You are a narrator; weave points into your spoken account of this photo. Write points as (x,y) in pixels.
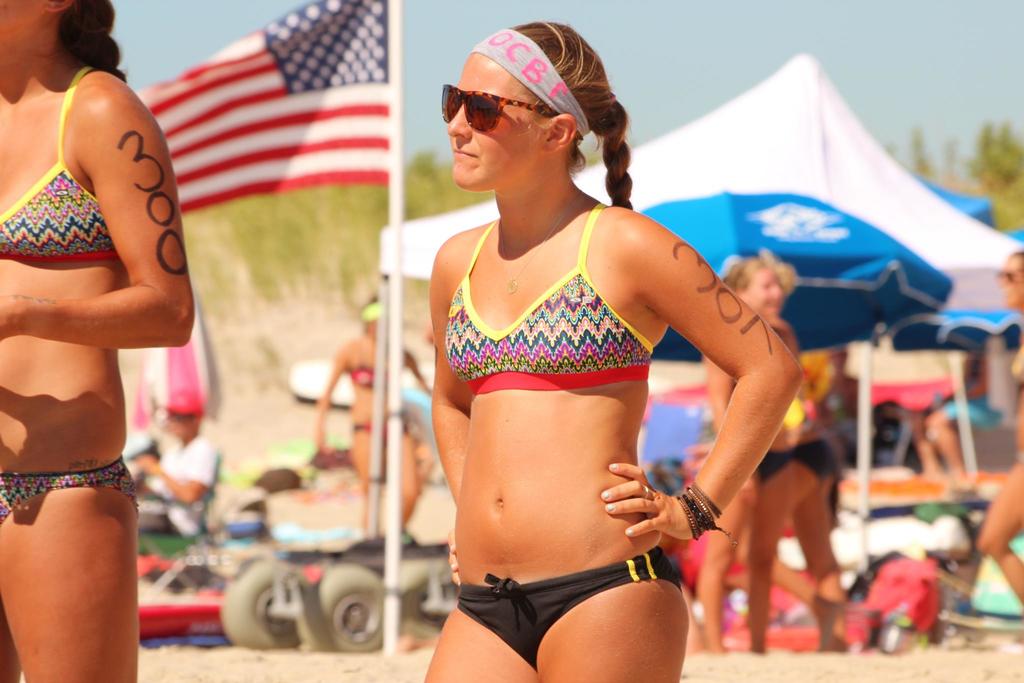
In this image I can see there are women (543,449) in bikinis (51,229), on the right side (814,333) there is the tent (802,234) in white and blue color. In the middle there is the flag (281,174), at the top (726,56) there is the sky (770,35).
